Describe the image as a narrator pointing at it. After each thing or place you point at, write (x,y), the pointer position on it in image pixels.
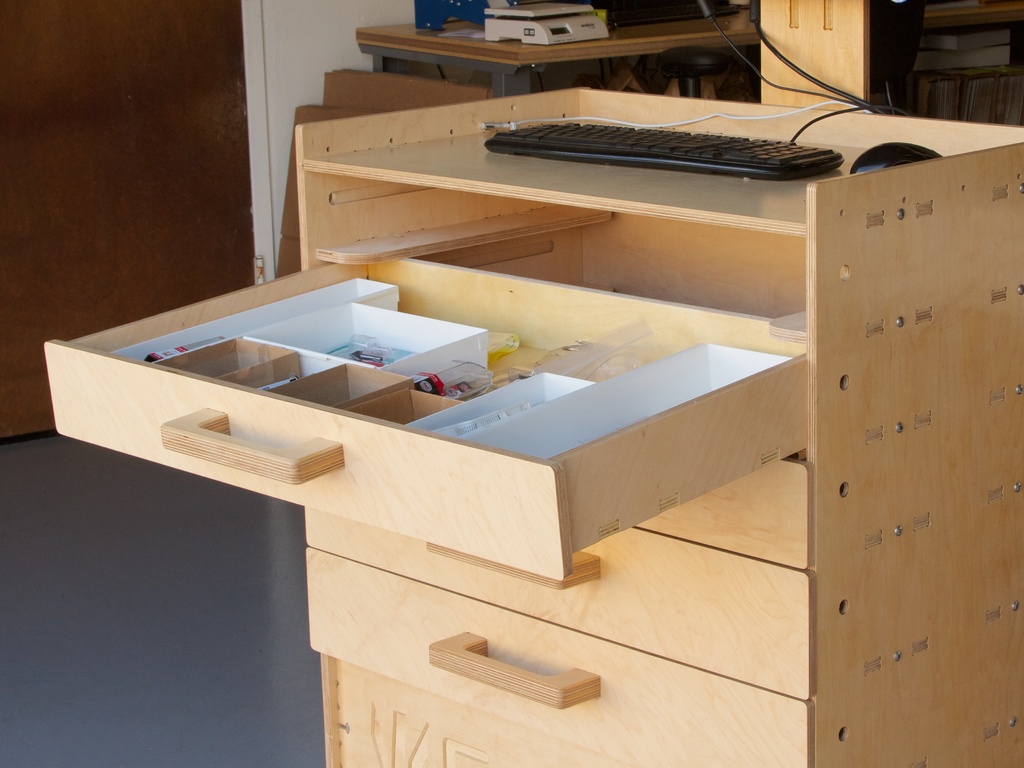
In this picture I can see the keyboard (665,155) and mouse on this table (650,114). In the center (451,452) I can see one of the drawers (596,450) is opened. In the drawer (602,463) I can see the plastic objects (626,415). At the top (472,10) I can see the weight machine (507,29) and other objects (673,14) on the table (716,38). On the left (71,131) there is a door (71,135). In the top right corner (853,36) I can see some objects (970,84) near to the wall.
